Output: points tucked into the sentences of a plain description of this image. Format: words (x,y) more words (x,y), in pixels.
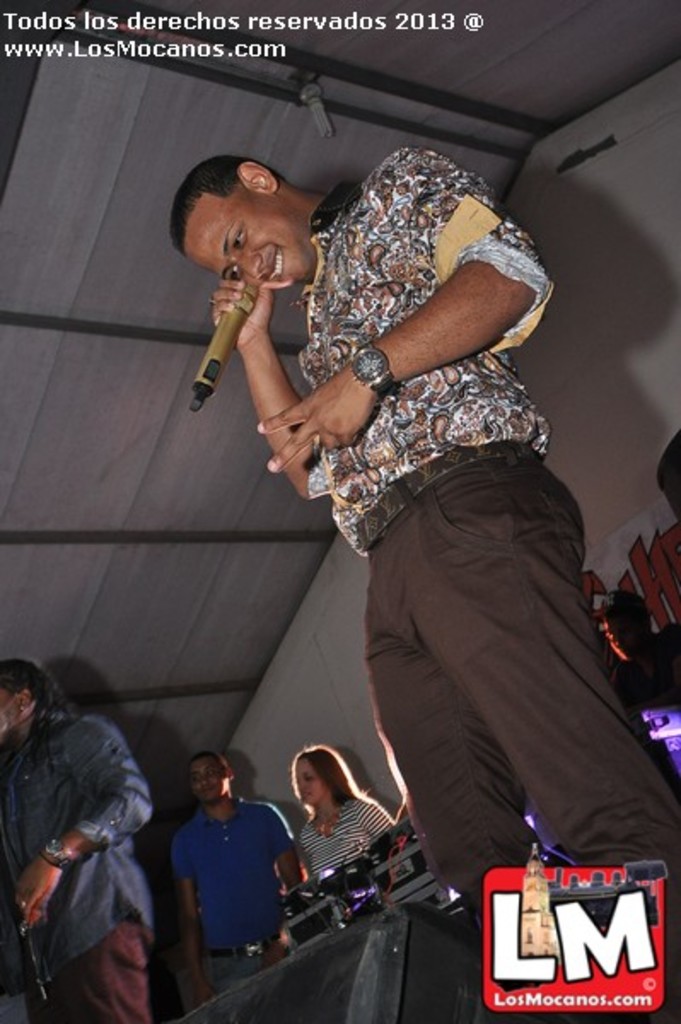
In this image we can see a man (385,355) is standing and holding a mic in the hand (265,298). In the background (90,863) we can see few persons (103,899), electronic devices (283,914), light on the roof (102,149), banner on the wall (588,395) and at the top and bottom we can see texts (534,978) written on the image.
